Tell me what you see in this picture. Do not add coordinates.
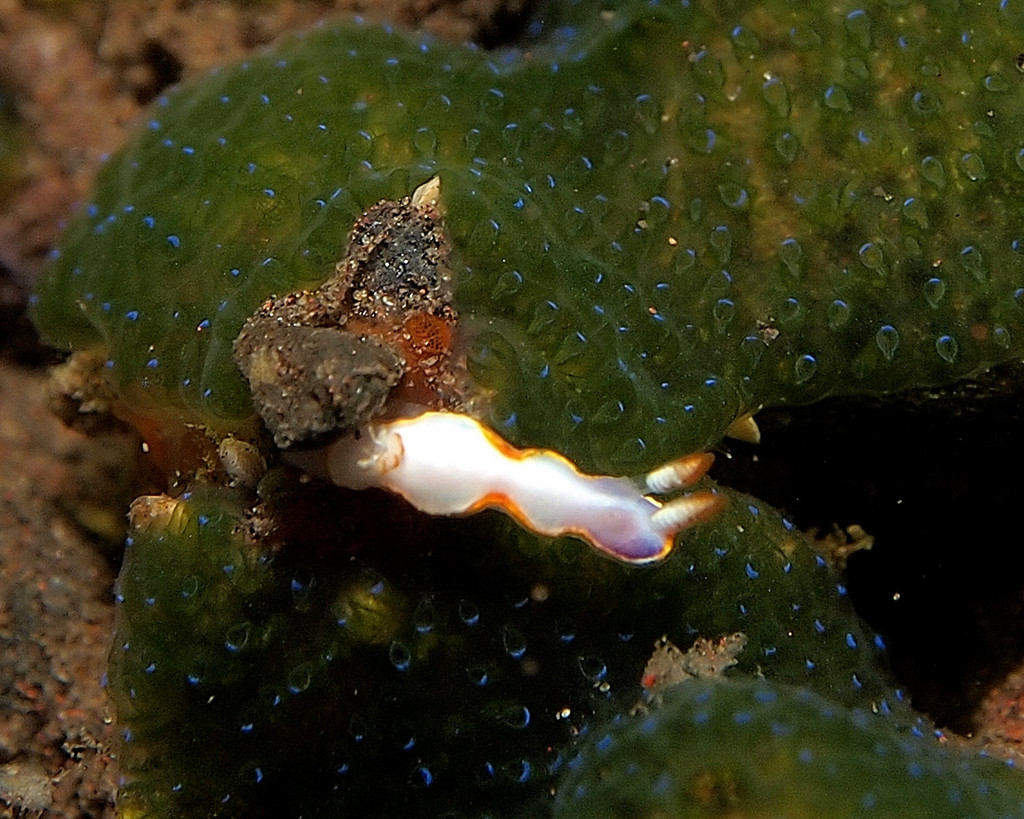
In this image we can see a water animal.
